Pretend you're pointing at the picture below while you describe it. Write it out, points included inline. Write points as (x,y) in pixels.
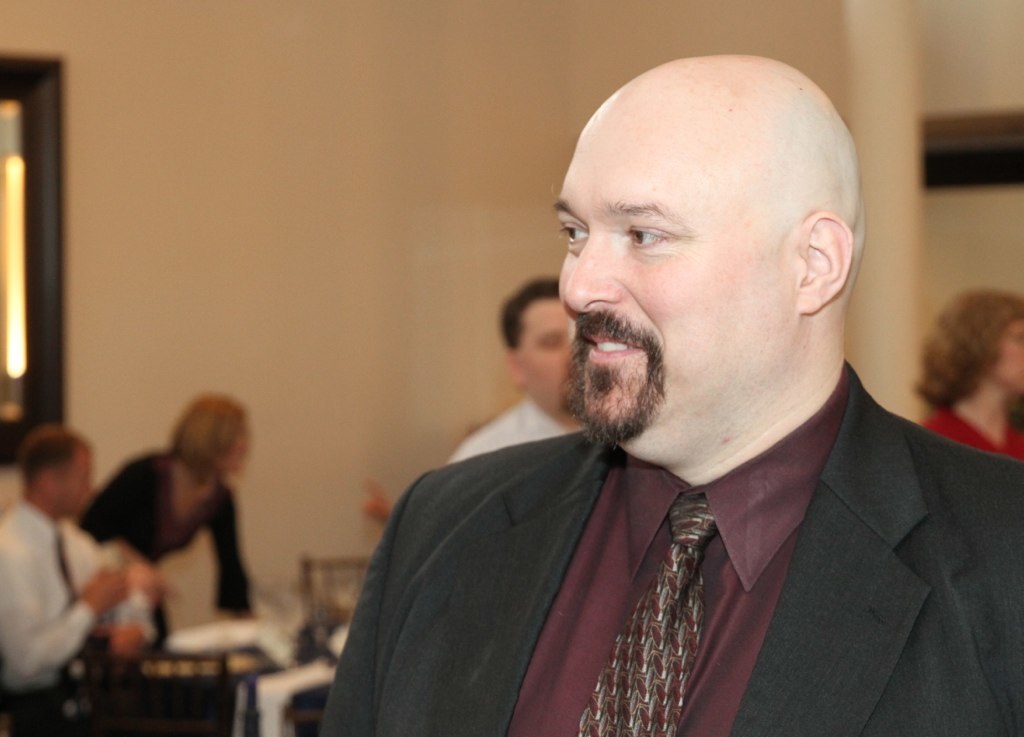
There is a person (739,570) in black suit (481,618). In the background (202,508) there are many people (197,441) and a wall (132,334). And it is blurred in the background (273,465).
